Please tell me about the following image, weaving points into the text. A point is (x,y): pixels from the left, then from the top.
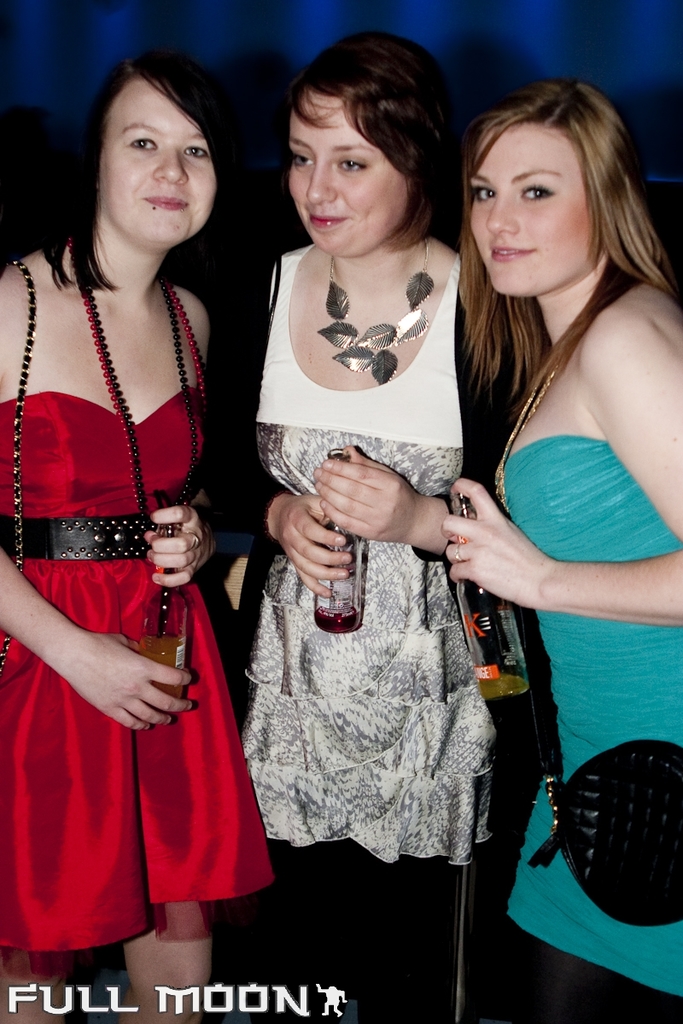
In this picture we can see three women (44,598) standing and smiling and holding bottles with their hands (76,667).
